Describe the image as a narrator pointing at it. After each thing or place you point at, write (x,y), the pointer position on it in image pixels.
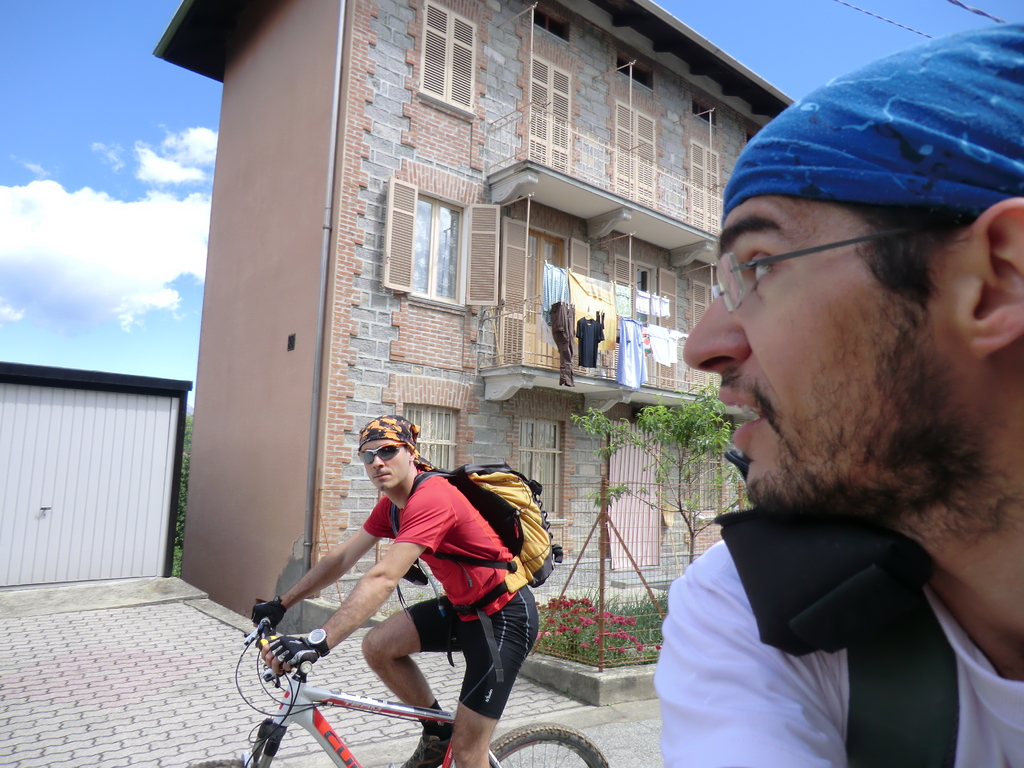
Here is a brown color building (489,277) and there are few clothes (612,294) that are hanged over here. There are few trees (690,420) and flowers (570,640) in the garden (627,638). Here is a person (387,434) who is riding a bicycle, he is wearing red color shirt (441,516) and goggles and a yellow bag (517,531). There is another person (724,607) who is wearing white color shirt (713,601) he is looking to his left side. In the background (948,9) there are two wires (911,27), a blue color sky (890,31).
